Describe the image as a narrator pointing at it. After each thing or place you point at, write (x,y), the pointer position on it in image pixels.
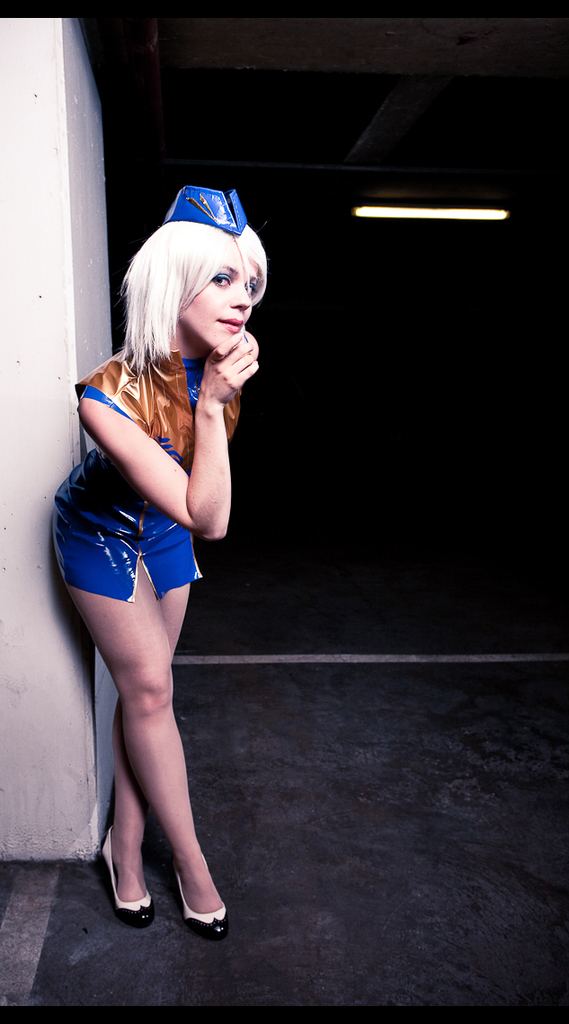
In this image in the foreground (175,473) there is one woman (168,544) standing and in the background (60,264) there is wall (53,721), light (359,214) and there is a black background (367,525). At the bottom (247,884) there is floor (264,855).
